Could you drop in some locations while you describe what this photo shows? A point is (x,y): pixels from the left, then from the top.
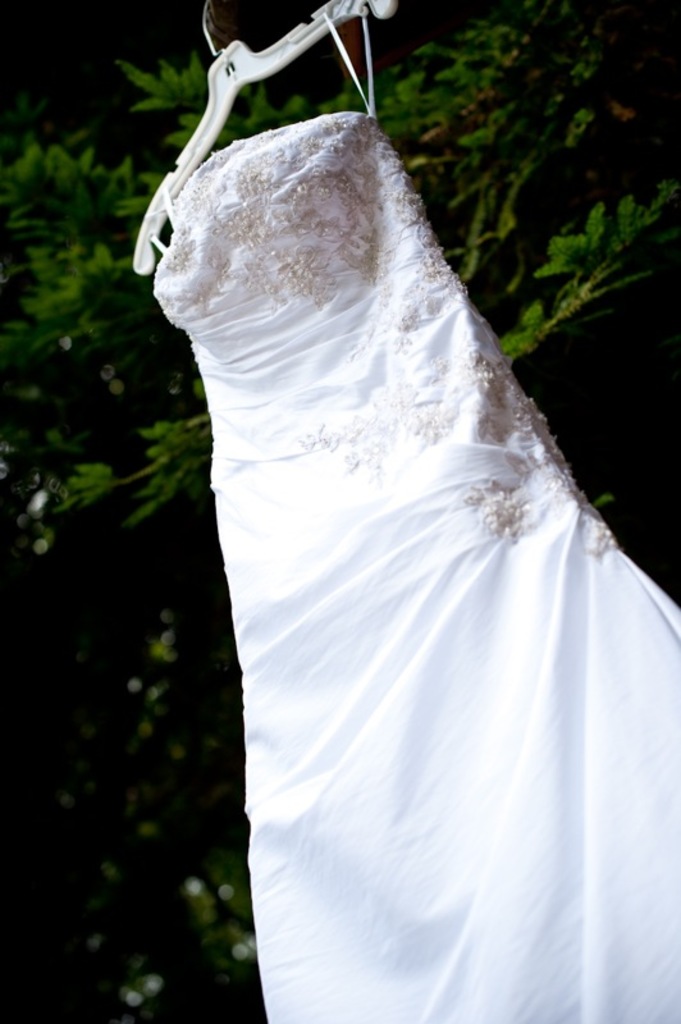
In the image there is a hanger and there is some object (199,361) hanged to the hanger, in the background (86,496) there is a tree (463,156).
